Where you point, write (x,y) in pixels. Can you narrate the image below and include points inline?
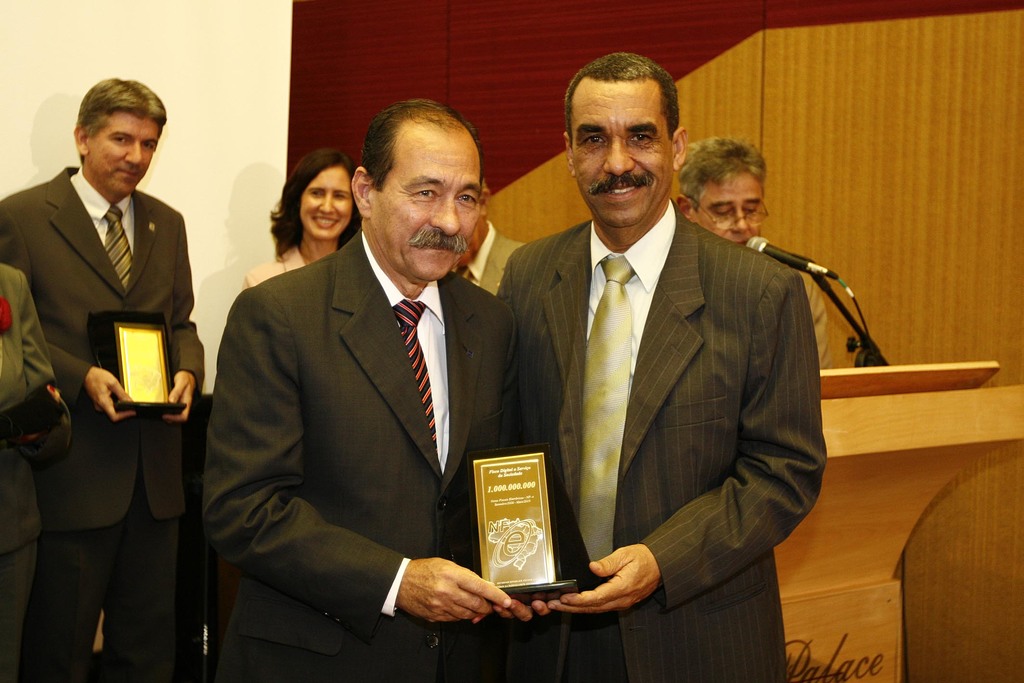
In the picture we can see two men (401,390) are standing on the floor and holding an award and they are wearing blazers (734,268), ties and shirts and they are smiling and behind them, we can see a man (711,179) talking in the microphone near the desk (922,468) and besides to him we can see a man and a woman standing and the man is holding an award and behind them we can see a wall (267,108) and some part is with a wooden wall (428,32).
